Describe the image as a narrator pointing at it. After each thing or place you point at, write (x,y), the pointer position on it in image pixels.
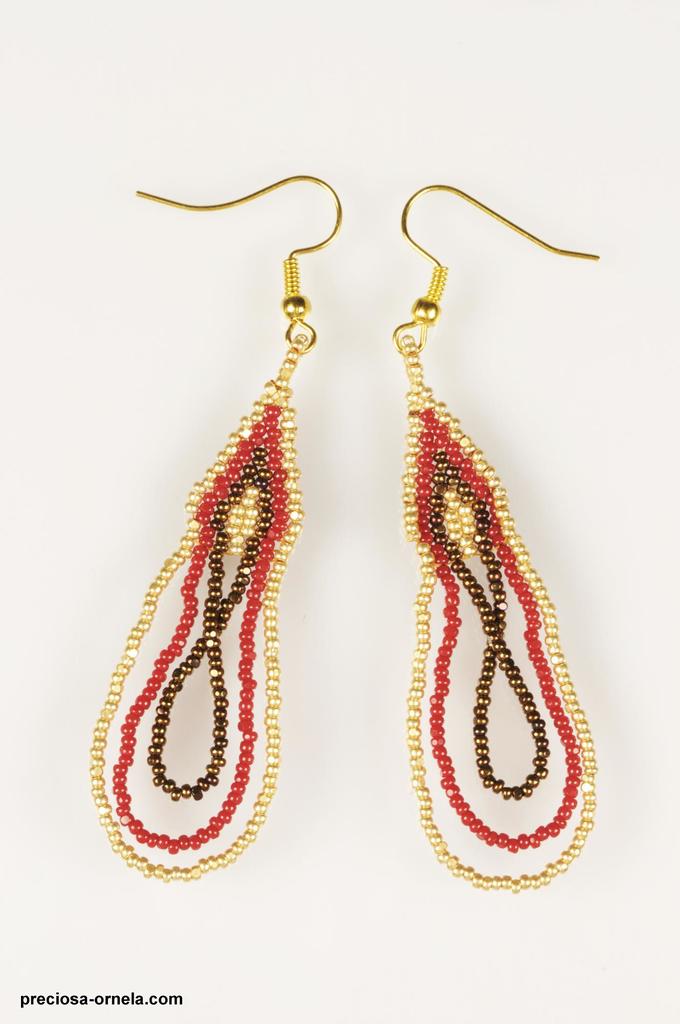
In this image I can see ear rings (235,541), they are in gold, brown and red color.
